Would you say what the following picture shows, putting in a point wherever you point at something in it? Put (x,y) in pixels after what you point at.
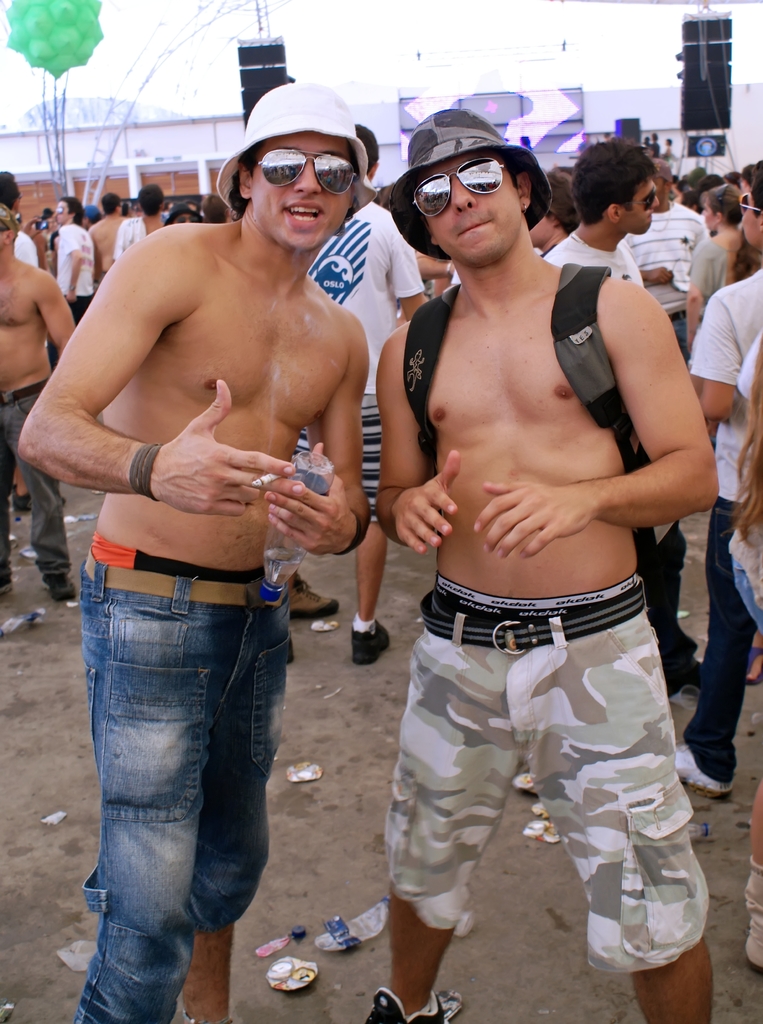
In this picture I can see few people (275,414) are standing and couple of them (286,312) wearing caps (328,116) and sunglasses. I can see a man (521,453) wearing a backpack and another man (182,354) holding a cigarette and a bottle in his hands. I can see buildings (740,129), balloons (36,7) and speakers (719,80) to the poles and I can see a cloudy sky (395,2).
